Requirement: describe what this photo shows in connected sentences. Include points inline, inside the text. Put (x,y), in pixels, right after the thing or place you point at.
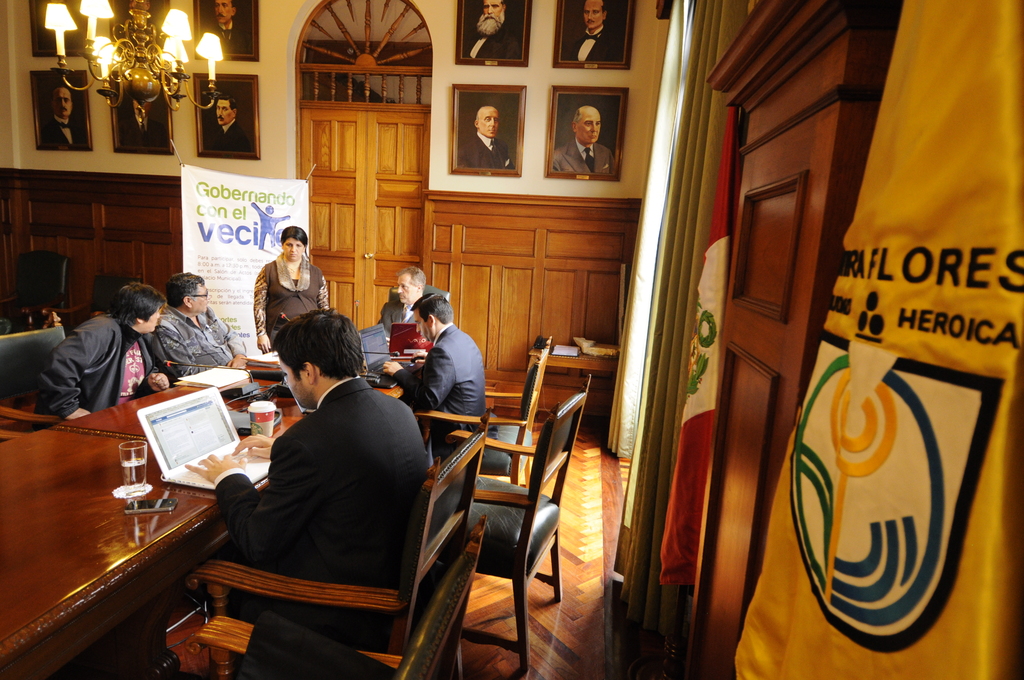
In this image I can see few people (415,379) are sitting here. On this wall (443,20), I can see few photo frames (236,152). Here I can see a laptop (149,425) on this table (191,496).
